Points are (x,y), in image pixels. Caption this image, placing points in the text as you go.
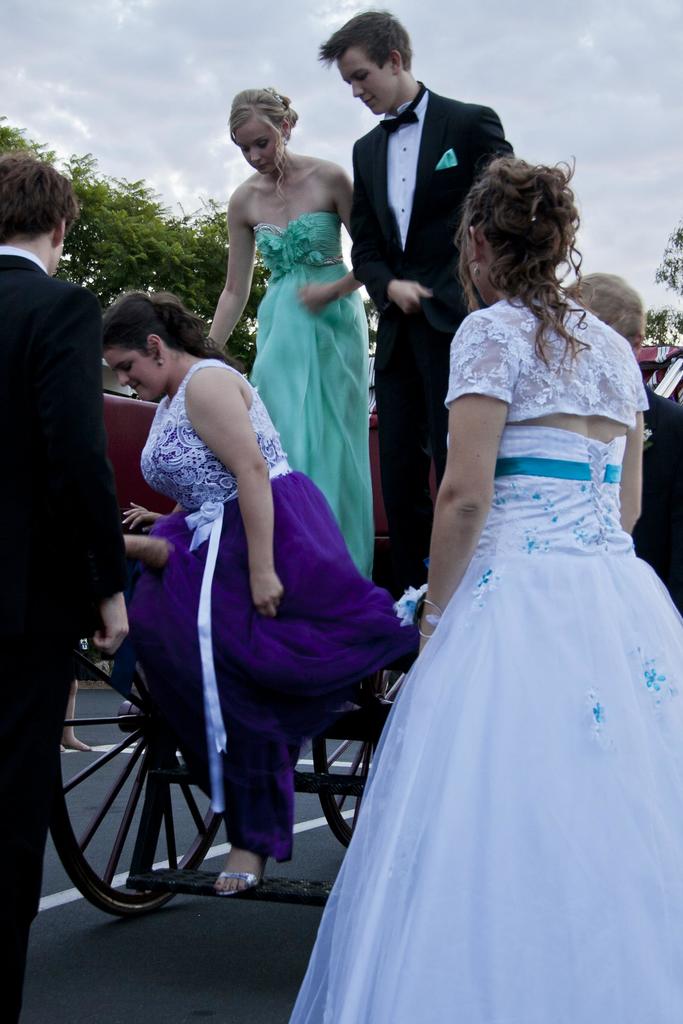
There is one women (237,589) getting down from the cart (132,909), and there are two persons (323,278) standing on a cart (156,746). There is one women (523,712) standing on the right side of this image (535,617) is wearing white color dress (517,625) and there is a person (86,511) standing on the left side of this image (73,466) is wearing a black blazer (53,455). There are some trees (149,265) in the background (187,287). There is a sky (171,94) at the top of this image (326,41).
